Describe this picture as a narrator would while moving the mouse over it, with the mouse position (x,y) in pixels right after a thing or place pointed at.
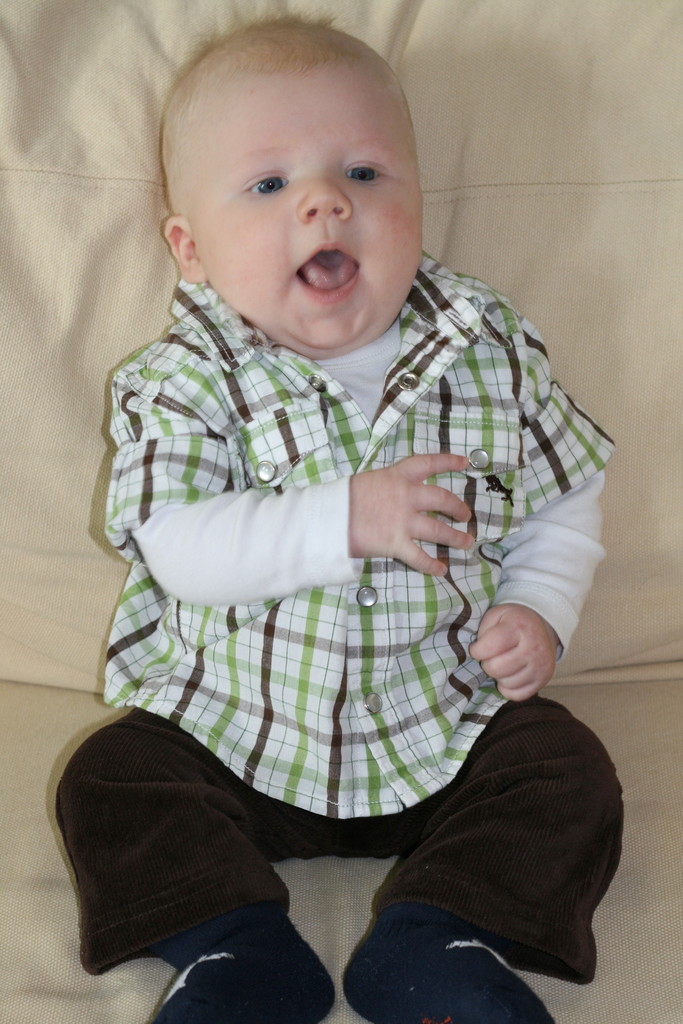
In this image we can see a baby (330,353) sitting on a couch (46,952).
